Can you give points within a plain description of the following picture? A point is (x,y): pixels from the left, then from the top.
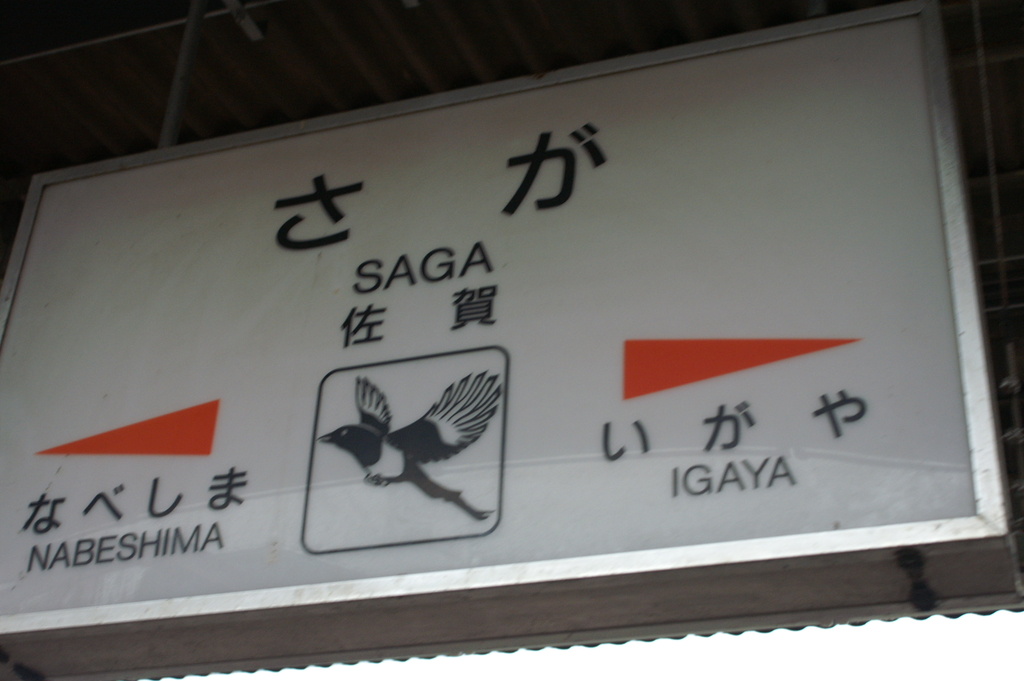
In this image in the center (450,426) there is one board (347,408) and on the board (302,378) there is text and drawing (393,447) of a bird (404,453), and at the top (219,88) there is ceiling (135,87) and some poles (197,27).
